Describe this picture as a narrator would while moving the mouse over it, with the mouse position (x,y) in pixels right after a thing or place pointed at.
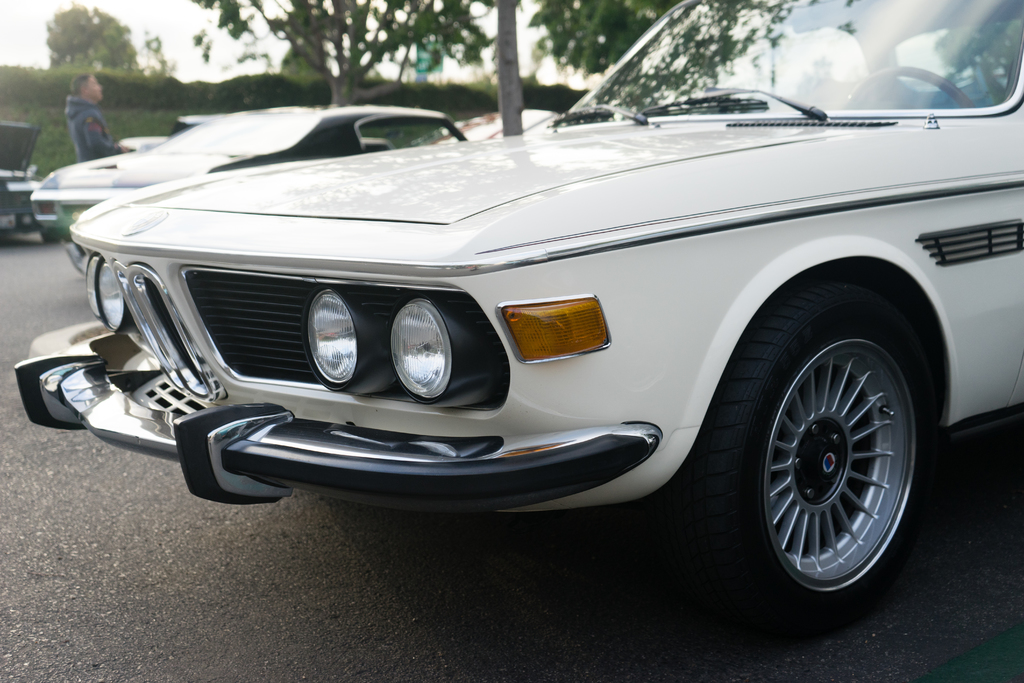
In this picture we can see a few vehicles (341,126) on the road (14,287). There is a person (88,147). We can see some plants (129,87) and trees (596,43) in the background (596,43).
